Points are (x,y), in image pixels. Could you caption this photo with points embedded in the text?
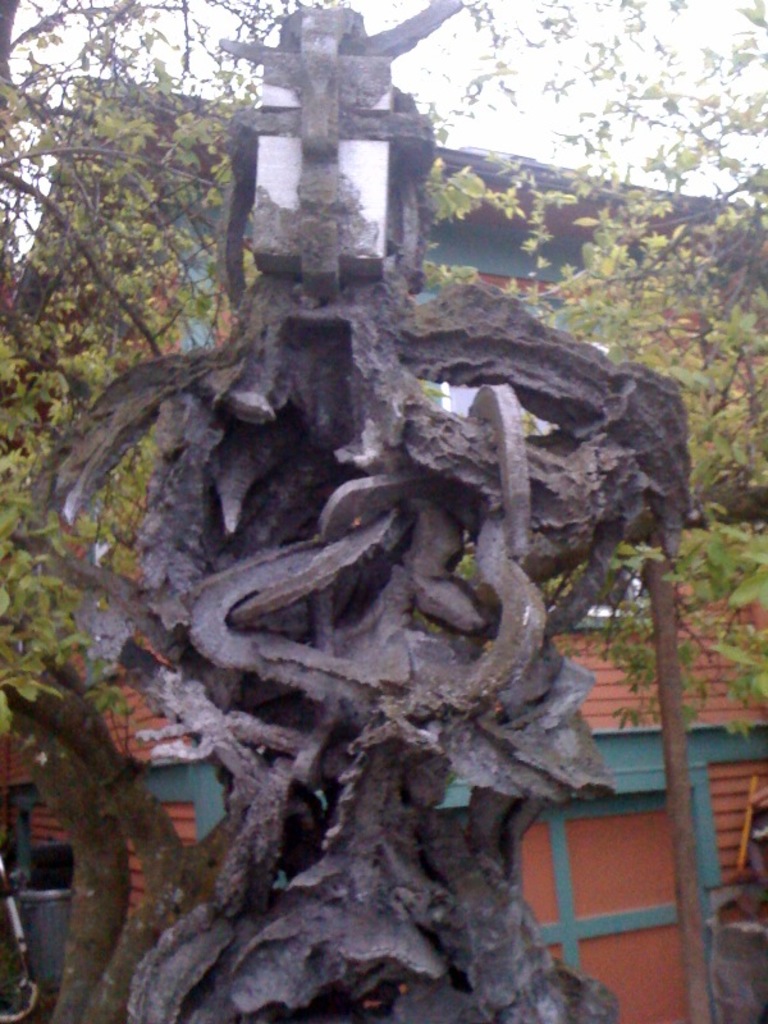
In this picture we can see sculpture (173,523) and at the back of the sculpture (303,197) we have trees (652,239) and house (631,889) with orange color painting (630,851) and here it is a rod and above the house (619,882) we have sky (510,115).
